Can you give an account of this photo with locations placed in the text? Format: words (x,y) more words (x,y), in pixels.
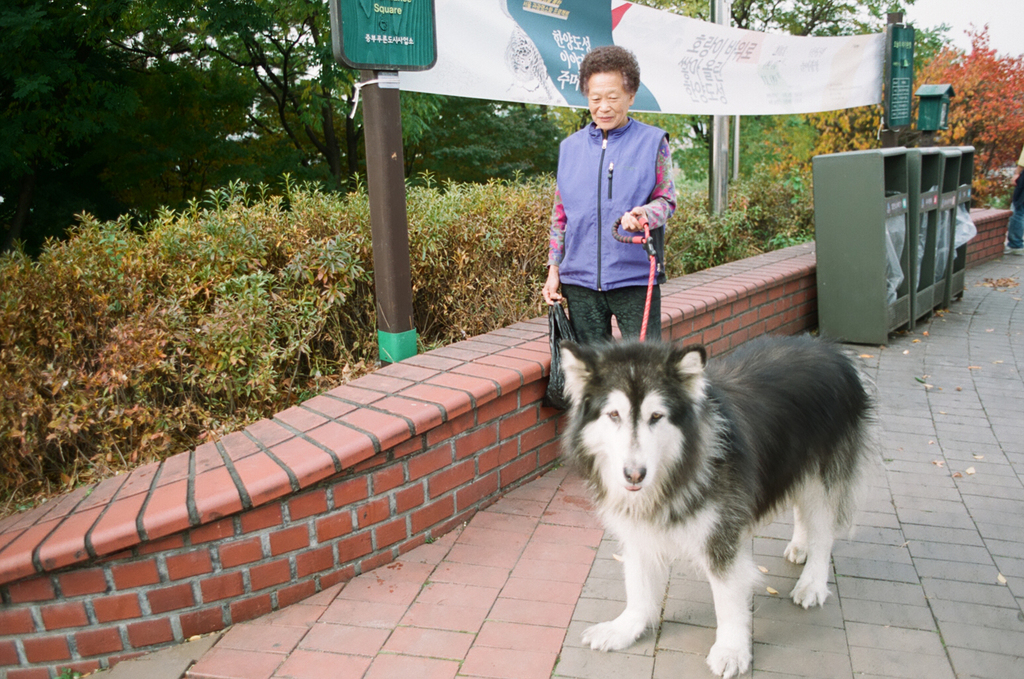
In this picture we can see a woman (603,237) is holding a dog belt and in front of the woman (603,304) there is a dog (652,424). Behind the woman (634,262) there is a wall (743,267), poles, banner (831,65), trees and a sky (946,8).
